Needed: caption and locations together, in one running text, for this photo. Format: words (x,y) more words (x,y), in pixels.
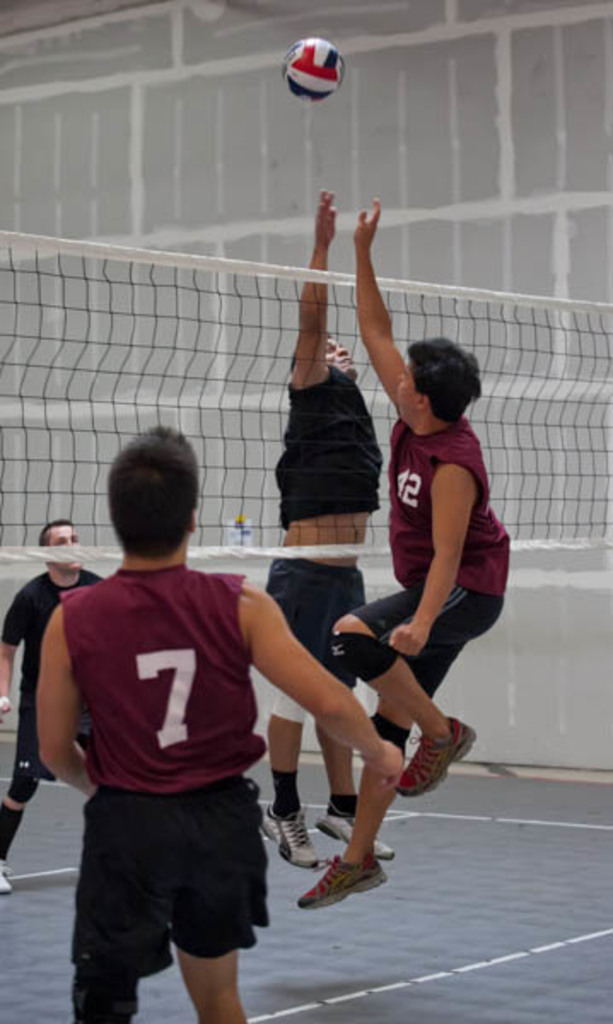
In this picture, we see two men (329,528) are jumping. In front of them, we see a net (243,468). On the left side (188,593), we see two men (125,746) are standing. Four of them are playing the volleyball (312,77). In the background (315,218), we see a wall (443,161). This picture might be clicked in the volleyball court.
